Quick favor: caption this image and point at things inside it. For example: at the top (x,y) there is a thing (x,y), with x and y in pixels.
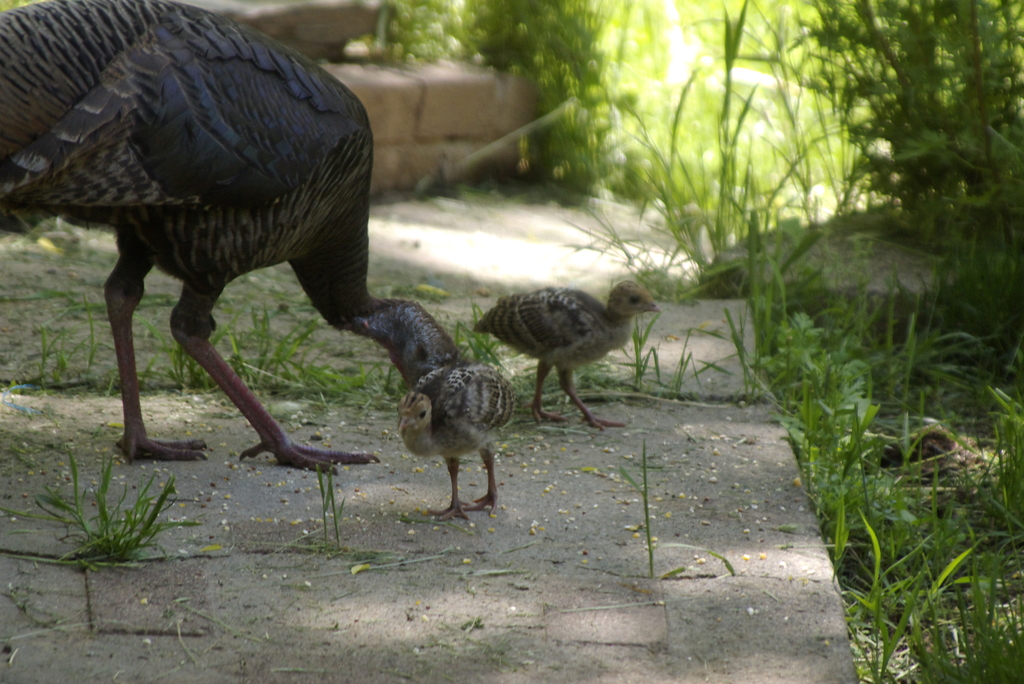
In the center of the image (461,380) we can see some birds (284,230) are there. On the right side of the image (881,322) some plants (909,365), grass (903,397) are present. At the bottom of the image (714,601) ground (416,569) is there.
